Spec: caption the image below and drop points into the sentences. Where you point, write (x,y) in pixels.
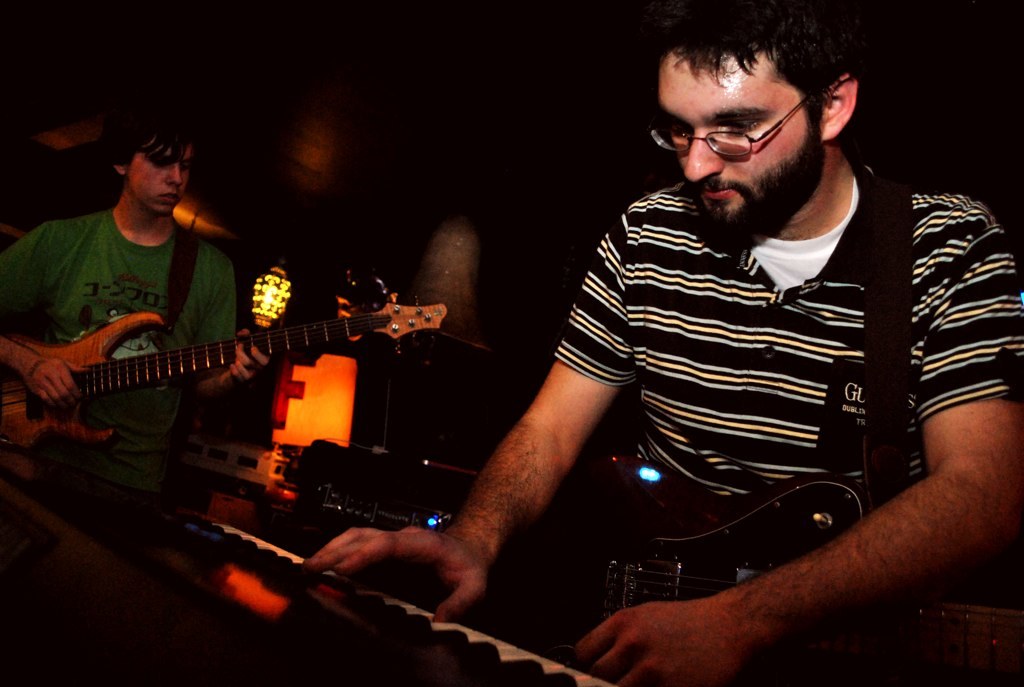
Here we can see a person (959,224) on the right side (707,671). He is holding a guitar (951,631) and he is playing a piano (275,581). There is a person (109,404) on the left side (4,259) and he is playing a guitar (111,369).
